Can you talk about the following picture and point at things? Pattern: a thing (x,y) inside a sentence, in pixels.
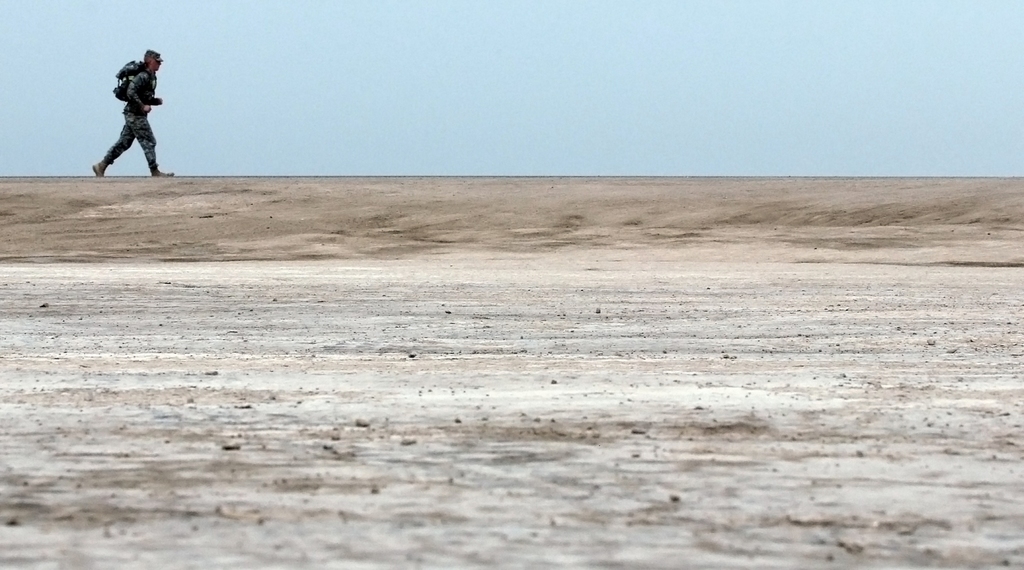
In this image we can see a soldier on the top left side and he is walking on the road (153,188). This is a clear sky (446,153).
